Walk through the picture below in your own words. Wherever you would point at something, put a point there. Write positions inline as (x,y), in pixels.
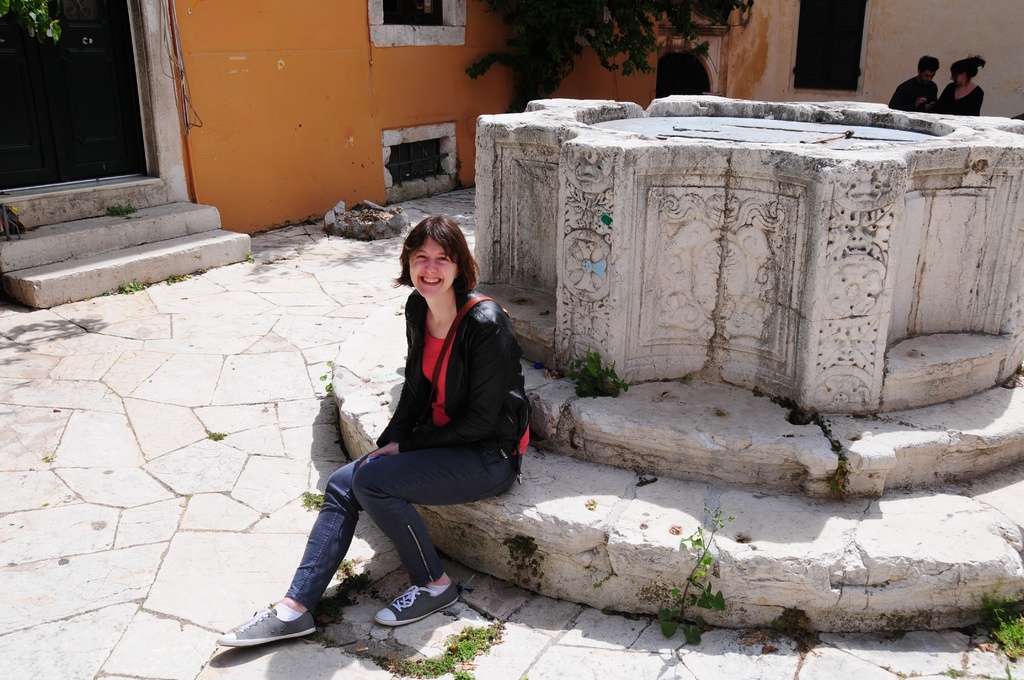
There is one woman (453,460) sitting on a cement structure (632,313) as we can see in the middle of this image (549,394). We can see there are two persons (950,103) standing on the right side of this image (948,72), and there is a wall (372,72) in the background (381,78).
